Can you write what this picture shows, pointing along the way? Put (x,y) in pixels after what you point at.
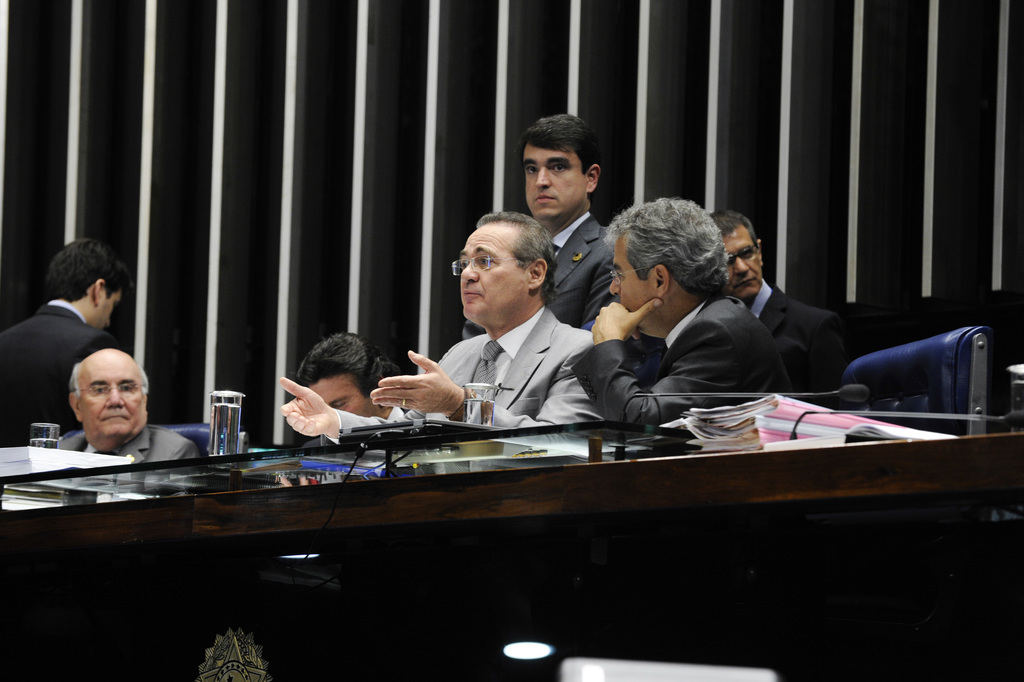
this image consists of a table (111,521) and chairs (923,363). There are many people (739,322) sitting. The person (662,350) at the right (720,368) is wearing suit (720,360) and listening to the person (535,257) left to him. There a man (576,225) standing behind them and watching. On the table (441,459) there is a microphone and a glass (224,439) consisting of water (224,416). And at the right side (741,414) there are many files (776,430).
